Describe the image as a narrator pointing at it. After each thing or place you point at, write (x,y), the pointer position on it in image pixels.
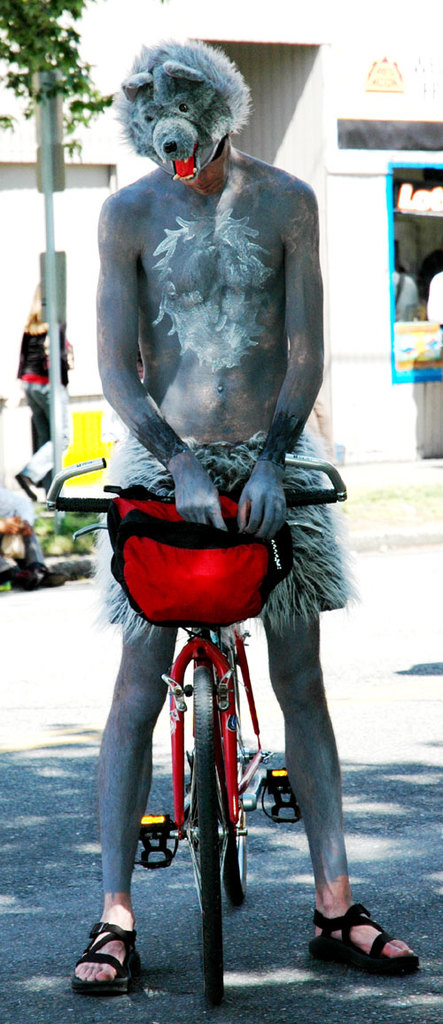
In this image, there is a bicycle (223,761) which is in red color, There is a man (107,777) standing over the bicycle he is wearing a grey color mask (191,112), In the background (61,400) there is a pole (51,300) in white color, There is a wall (189,18) which is in white color, There is a green color plant (36,31).
